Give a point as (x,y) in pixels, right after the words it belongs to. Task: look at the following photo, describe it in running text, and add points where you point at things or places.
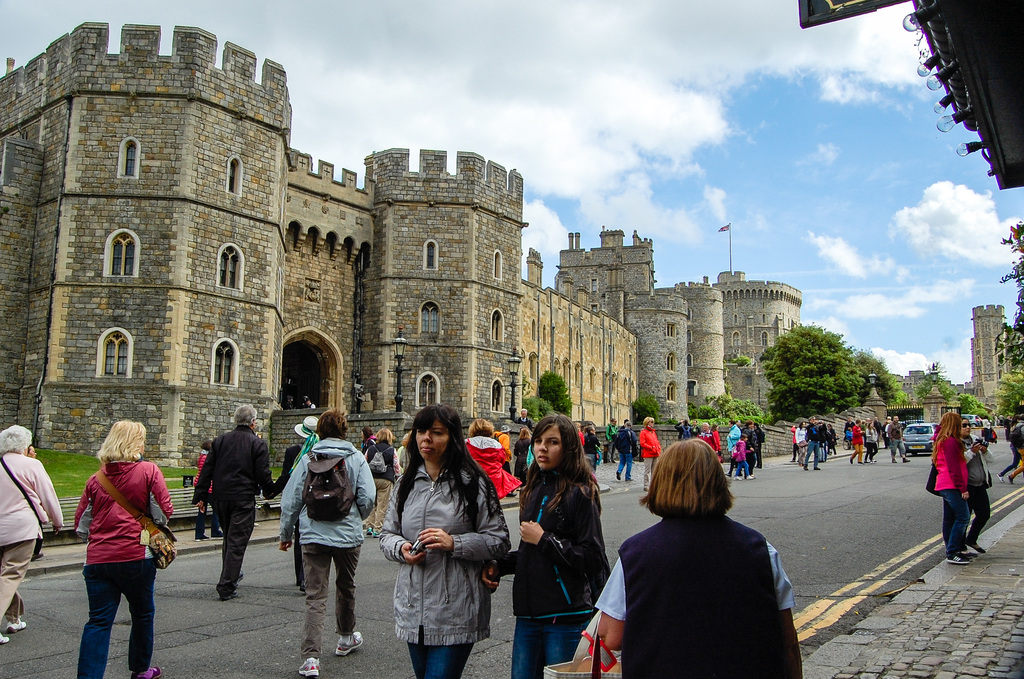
In this picture there are people (1019,432) at the bottom side of the image (414,463) and there is a building (474,311) in the center of the image (442,333), there are cars (927,441) and trees (1006,396) on the right side of the image (835,400).
